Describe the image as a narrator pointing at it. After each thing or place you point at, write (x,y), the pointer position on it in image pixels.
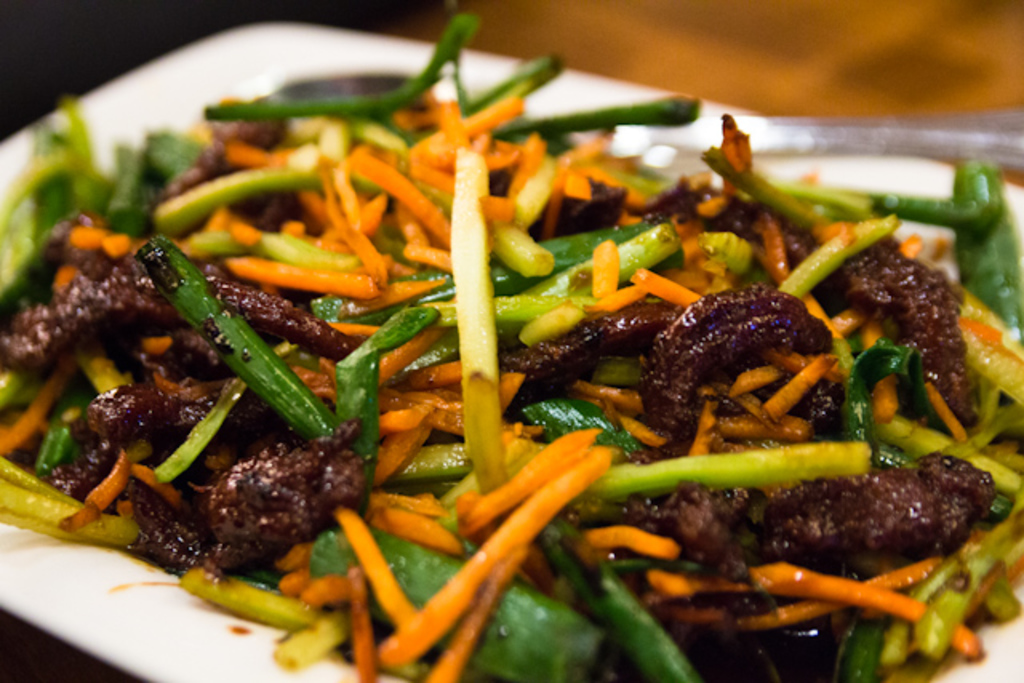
In this image I can see some food item (402,314) is placed on the plate (27,575).
